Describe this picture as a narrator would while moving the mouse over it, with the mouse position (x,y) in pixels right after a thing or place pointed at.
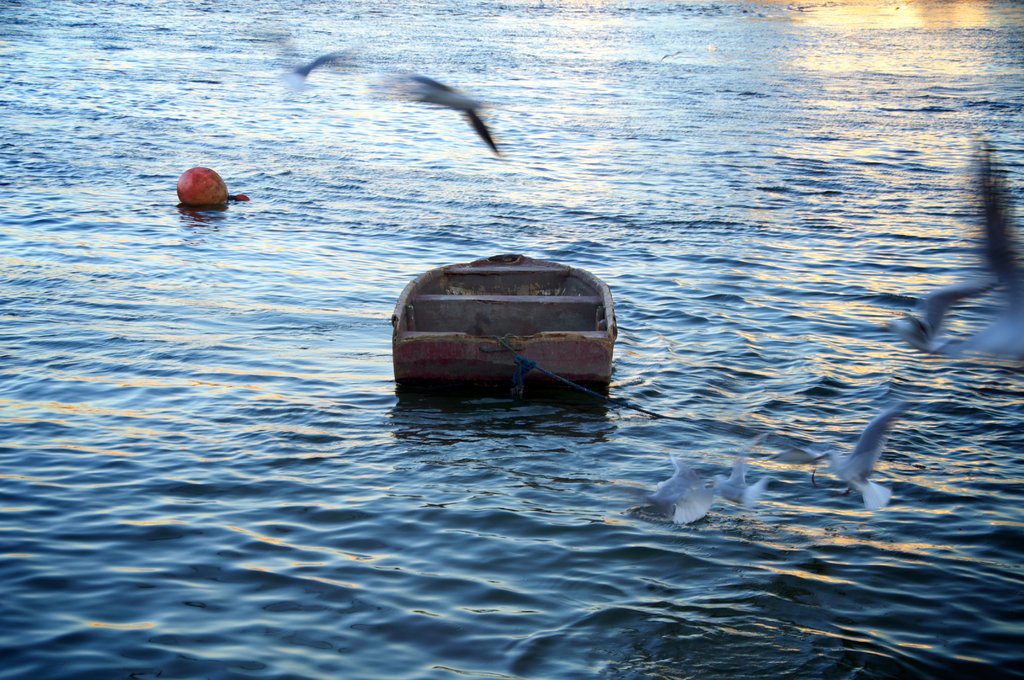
In this image, we can see some water (353,330) with objects (413,307) floating on it. We can also see some birds (427,87) flying.
